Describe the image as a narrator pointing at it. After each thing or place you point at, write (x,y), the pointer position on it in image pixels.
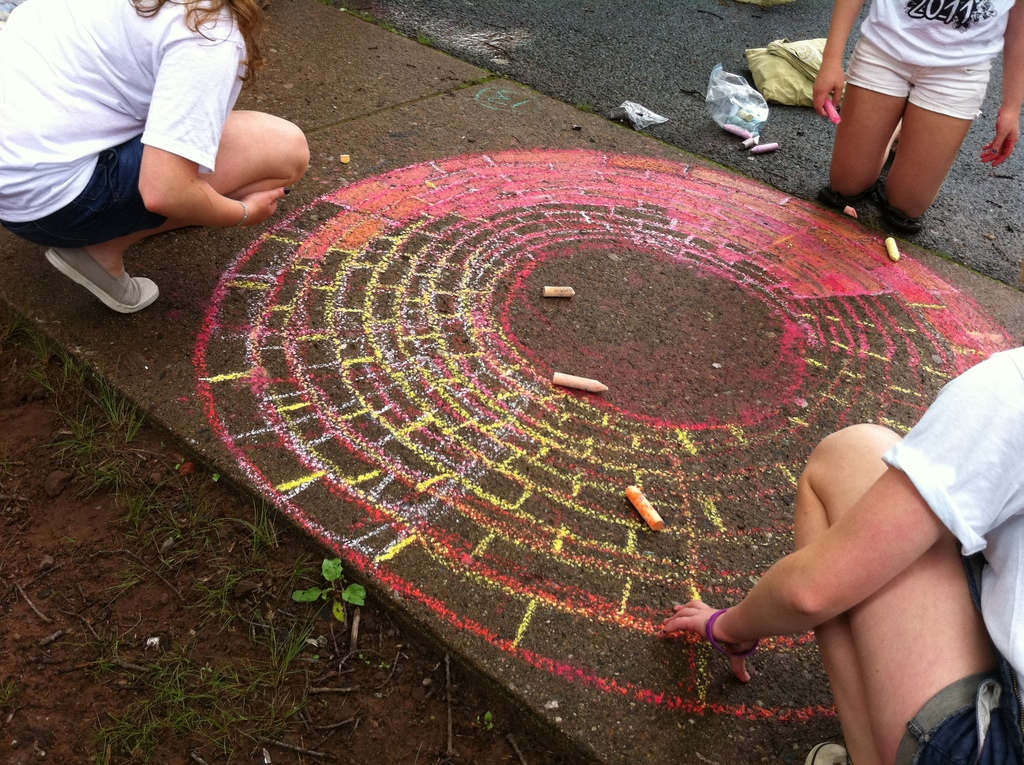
In this image we can see the sidewalk (692,284) with chalk art (837,297) and there are some colorful chalks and we can see three persons (915,213) and one among them holding a chalk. We can see the grass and a small plant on the ground (63,532) and we can see some other objects (762,51).
